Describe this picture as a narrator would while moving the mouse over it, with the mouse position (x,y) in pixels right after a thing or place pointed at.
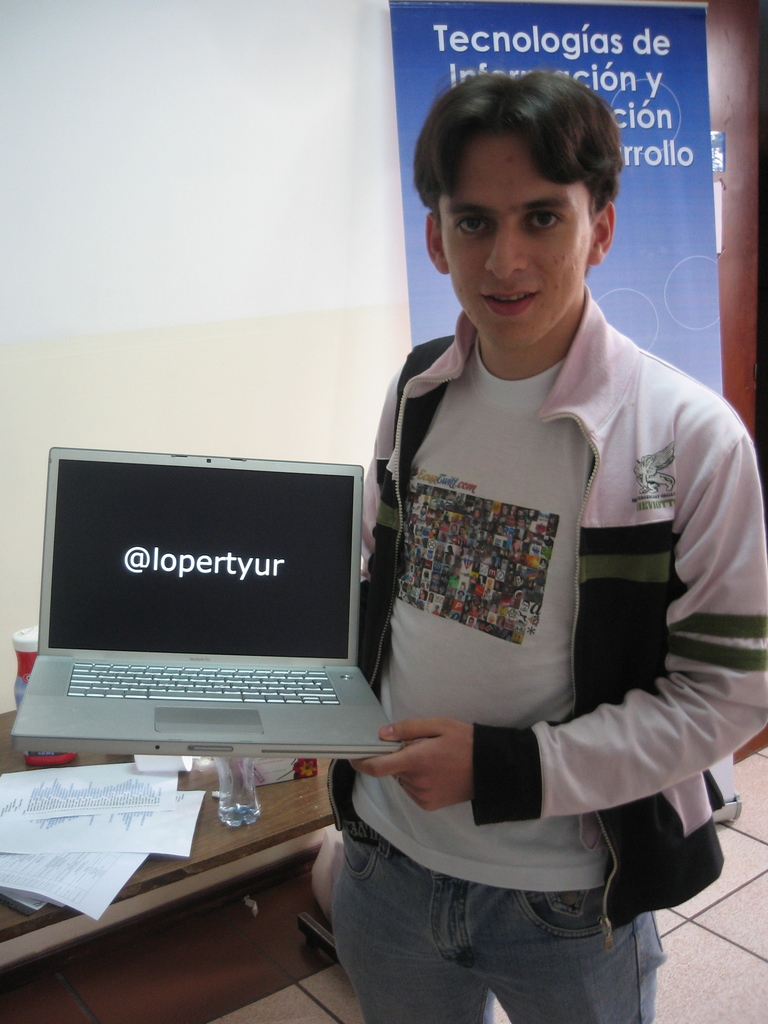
In this image, There is a man (516,877) standing and holding a laptop (137,733) which is in white color, There is a table (218,856) which is in brown color on that table (146,868) there are some papers (89,854) and there is a bottle (233,808), In the background (162,203) there is a white color wall (139,212) and there is a poster (684,210) which is in blue color.
